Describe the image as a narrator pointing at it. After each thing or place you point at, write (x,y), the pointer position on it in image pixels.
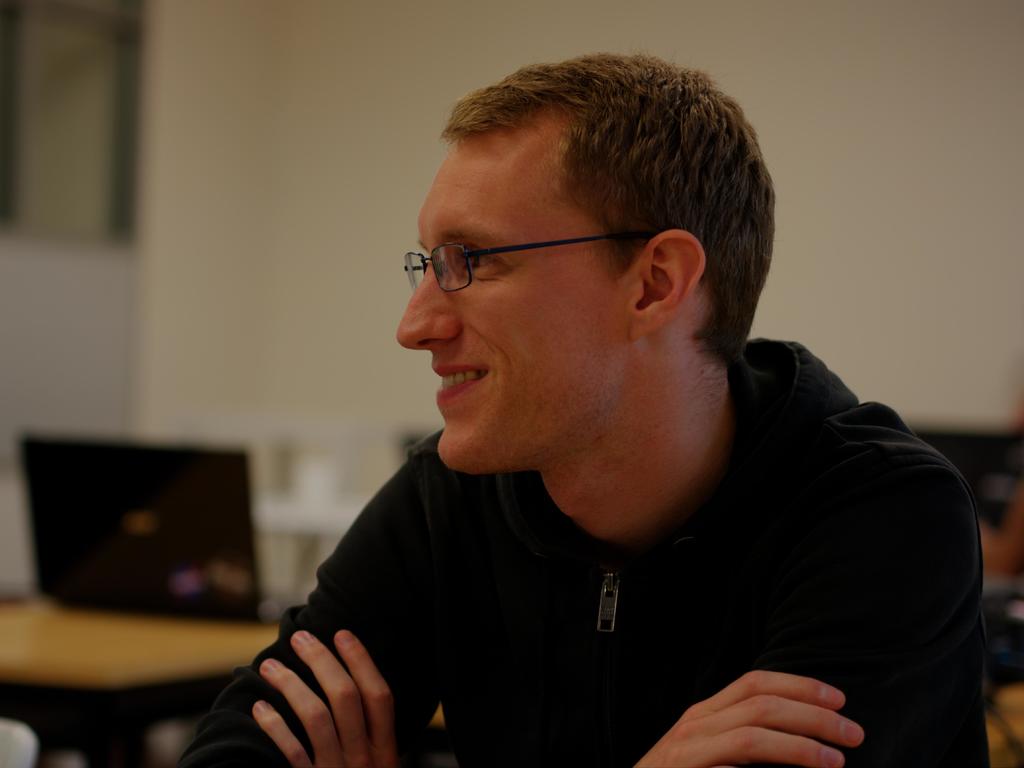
In this image we can a man (544,497) is smiling. He is wearing black color hoodie (534,631). Behind on table (154,662) laptop (196,552) is there.
